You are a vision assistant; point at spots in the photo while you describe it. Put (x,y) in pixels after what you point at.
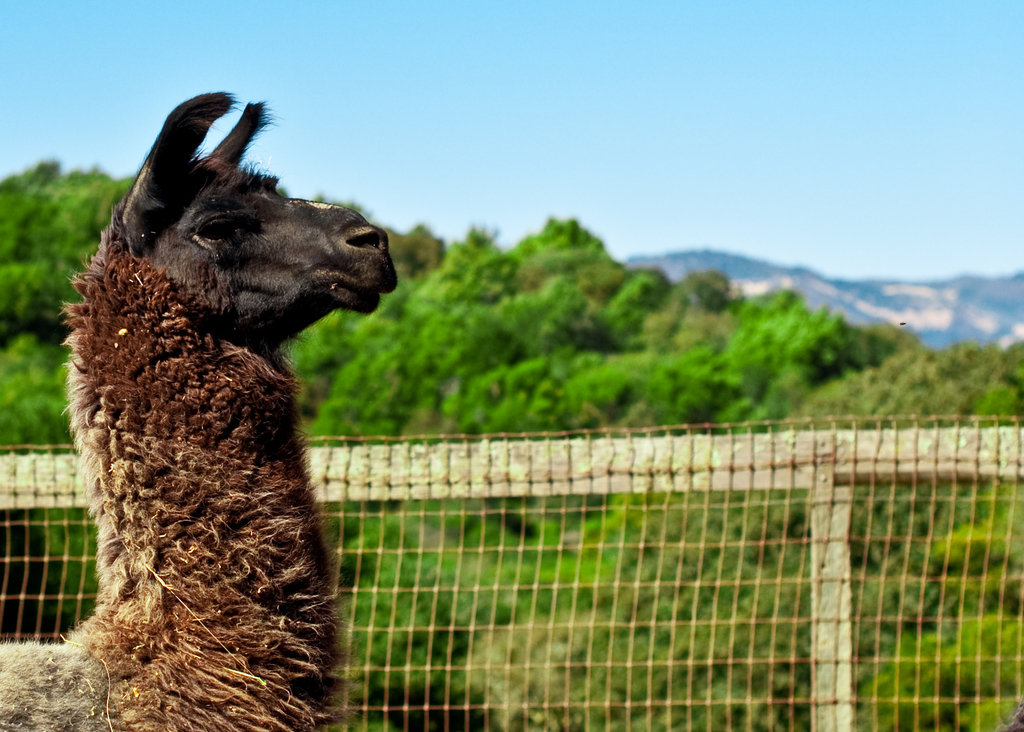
In this picture we can see llama (338,599) in the front (272,574), there is fencing (698,476) in the middle (651,468), in the background (779,356) there are some trees (631,296), we can see the sky (476,153) at the top of the picture (643,107).
